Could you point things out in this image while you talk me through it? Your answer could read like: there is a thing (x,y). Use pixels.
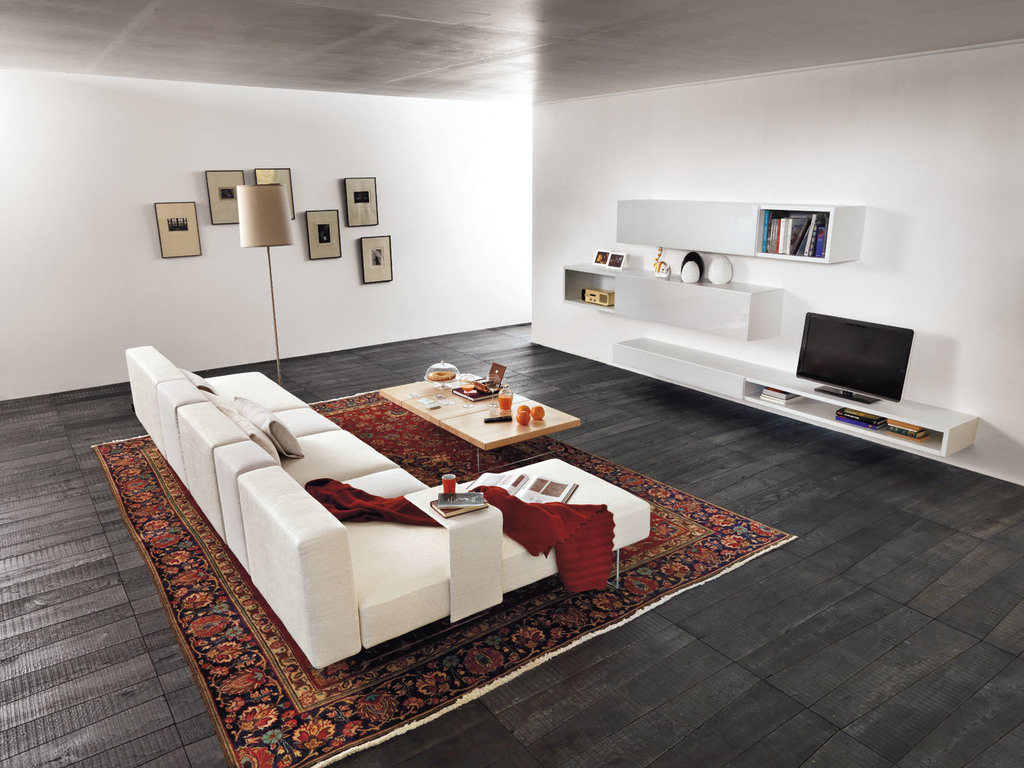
In this picture we can see a room (807,166) with television (816,337), racks (756,319), books (780,234), sofa pillows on it, cup (453,484) and in front of them there is table (505,427) and on table (506,443) we can see glass (491,382), fruits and in background (344,154) we can see wall (417,239) with frames (377,200).
